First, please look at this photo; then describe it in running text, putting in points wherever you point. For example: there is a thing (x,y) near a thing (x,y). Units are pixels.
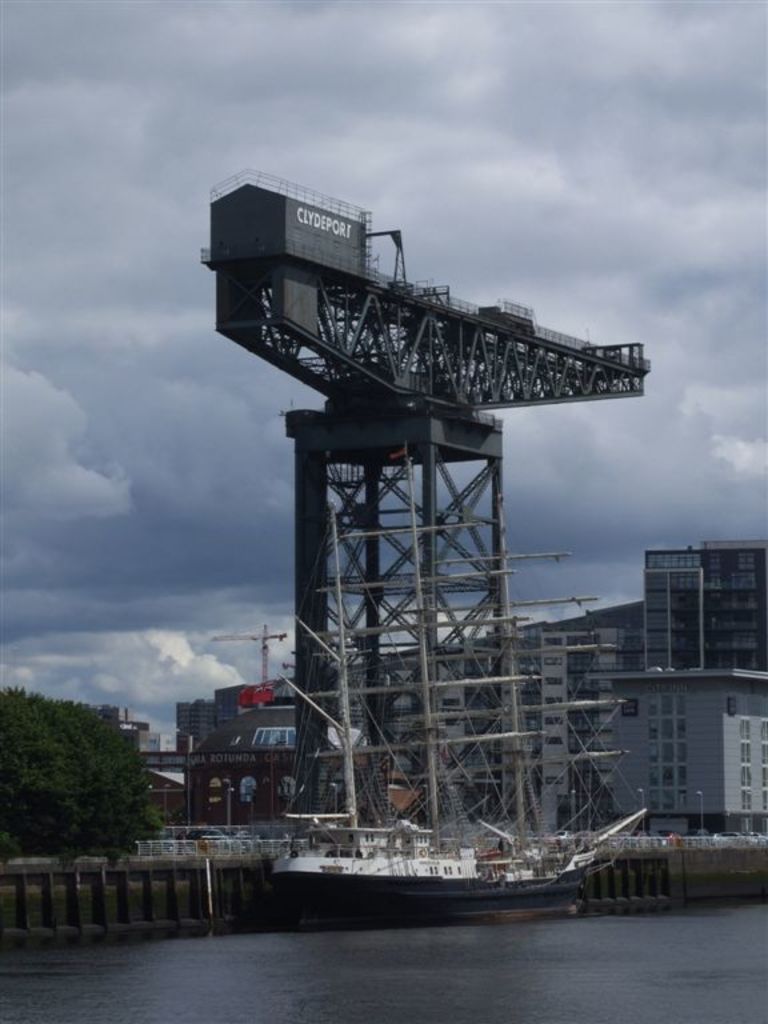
In the center of the image (394,658) we can see tower (422,366), buildings (256,764), tree (84,745), boat (349,862), bridge (36,899) and some persons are there. At the bottom of the image (444,989) water (264,936) is there. At the top of the image (221,115) clouds (190,157) are present in the sky (239,472).
